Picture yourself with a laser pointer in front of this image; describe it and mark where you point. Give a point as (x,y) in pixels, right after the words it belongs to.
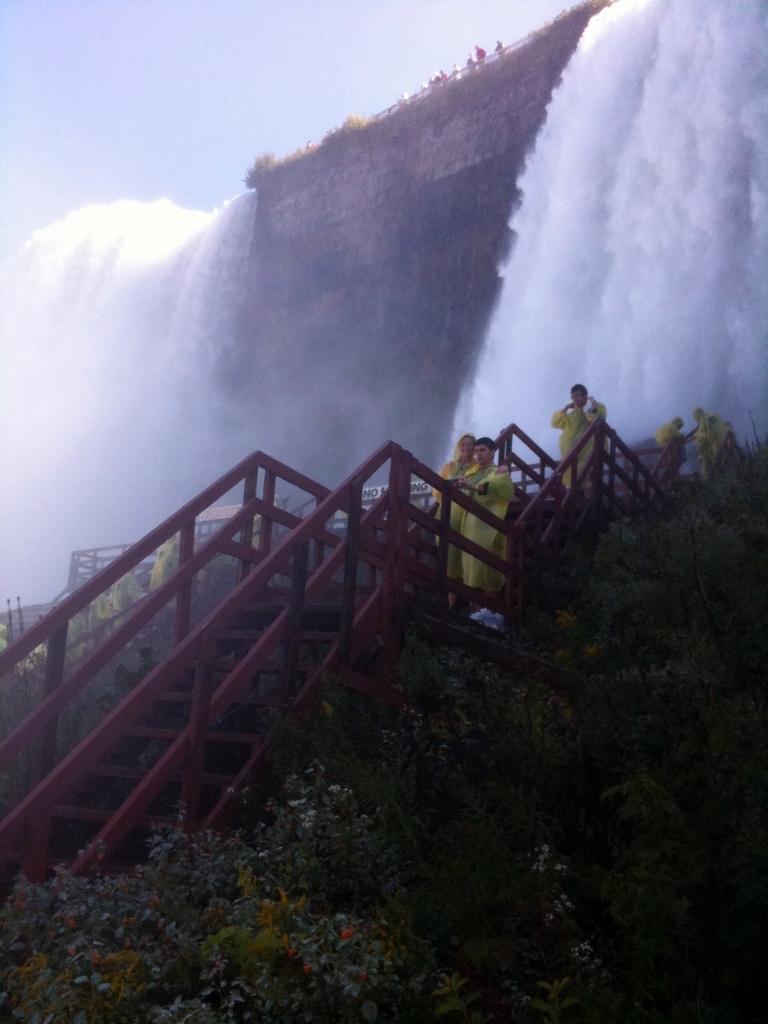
In the center of the image (474,563) we can see a few people (459,522) are standing on the staircase (452,531). In the background (266,140), we can see the sky (123,142), clouds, plants (357,887), poles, fences (301,566), etc. On the hill (310,184), we can see a few people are standing and we can see water (573,128) flowing from the hill (441,262).
